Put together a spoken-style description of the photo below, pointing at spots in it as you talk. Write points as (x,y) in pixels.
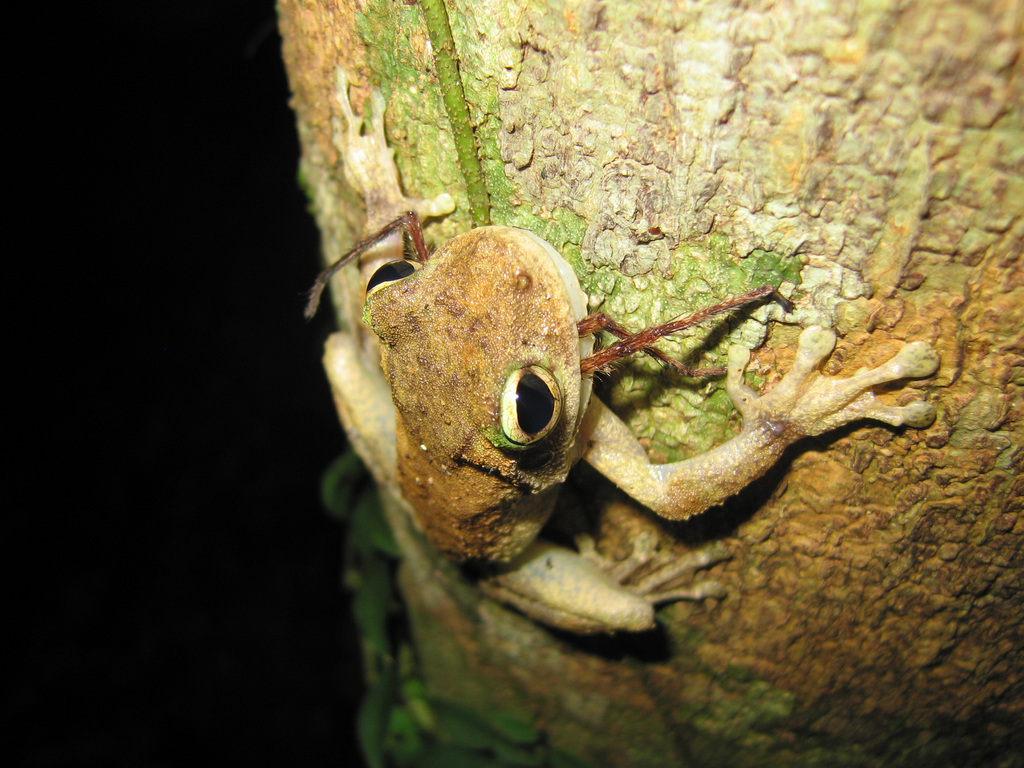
In this image in the foreground (482,406) there is one frog (482,406) on the tree (450,667).
